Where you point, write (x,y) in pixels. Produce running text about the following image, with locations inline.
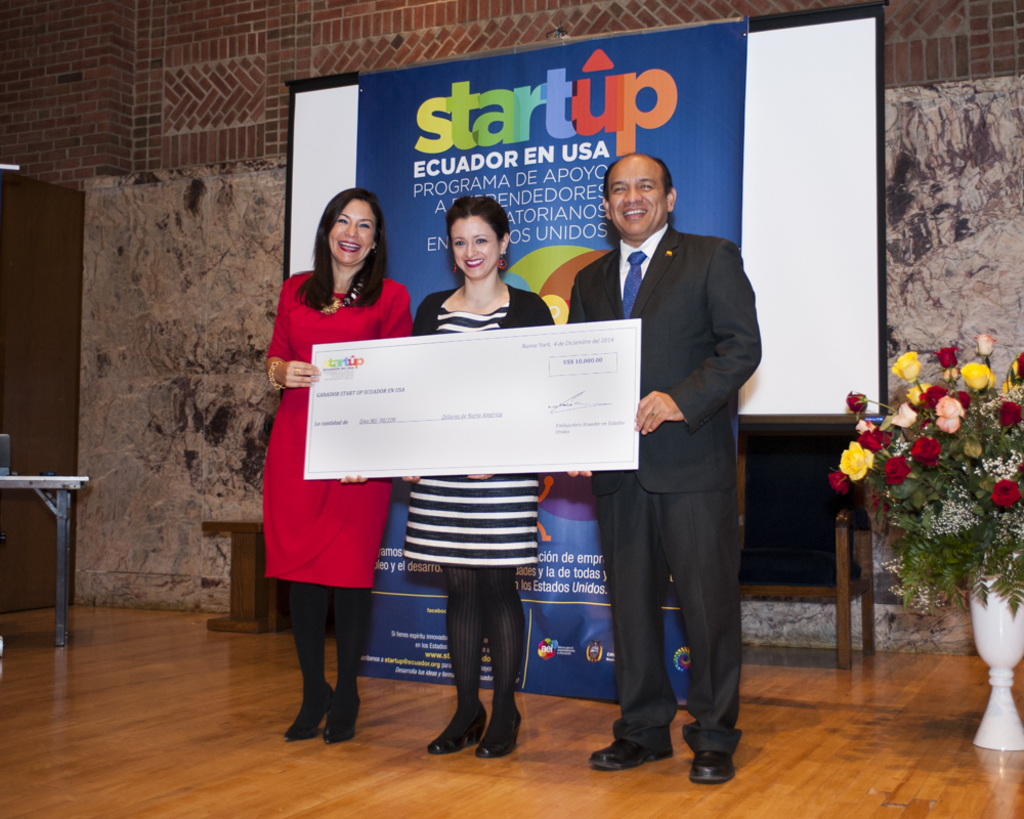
In this picture there are people (659,366) those who are standing in the center of the image (595,398), by holding a poster (613,325) in their hands (671,398) and there is a projector screen (351,138) in the background area of the image (318,131), there is a flower vase (908,398) on the right side of the image (958,481) and there is a desk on the left side of the image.
